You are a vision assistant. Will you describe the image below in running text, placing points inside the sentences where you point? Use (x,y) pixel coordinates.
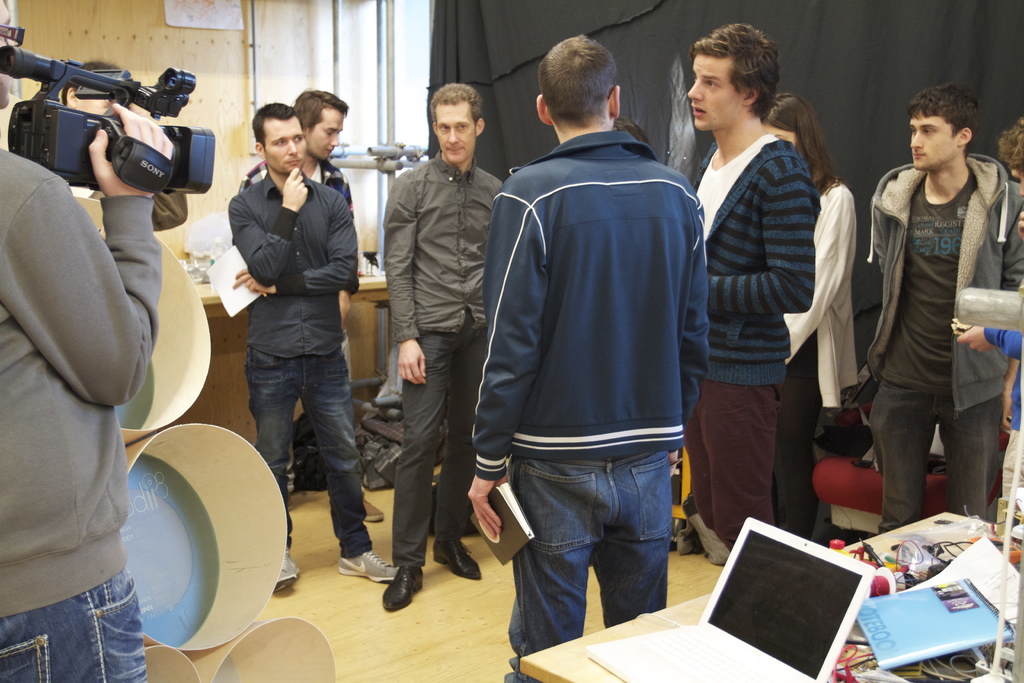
This image consists of many people (316,220). On the left (53,161), there is a camera (54,126). In the middle (565,420), the man (535,423) standing is wearing a blue jacket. On the right (933,641), there is a table (533,658) on which there is book (954,608) and a laptop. At the bottom (383,651), there is a floor (383,651).
